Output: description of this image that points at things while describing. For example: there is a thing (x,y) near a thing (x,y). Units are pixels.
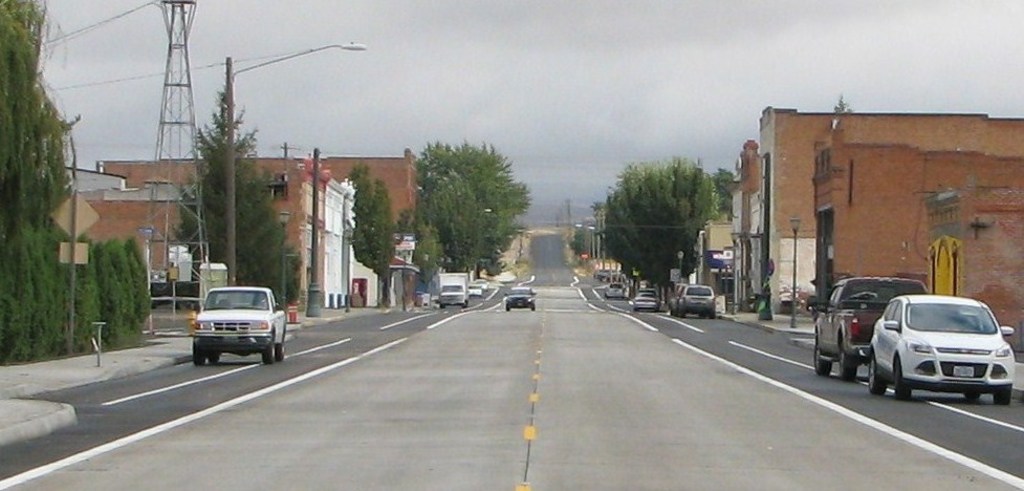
This image is clicked outside. There are trees (375,261) in the middle (435,204). There are buildings (164,229) in the middle (393,193). There are cars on roads (384,338). There is a tower (184,42) on the left side (170,189). There is a street light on the left side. There is sky (574,114) at the top (443,114).
